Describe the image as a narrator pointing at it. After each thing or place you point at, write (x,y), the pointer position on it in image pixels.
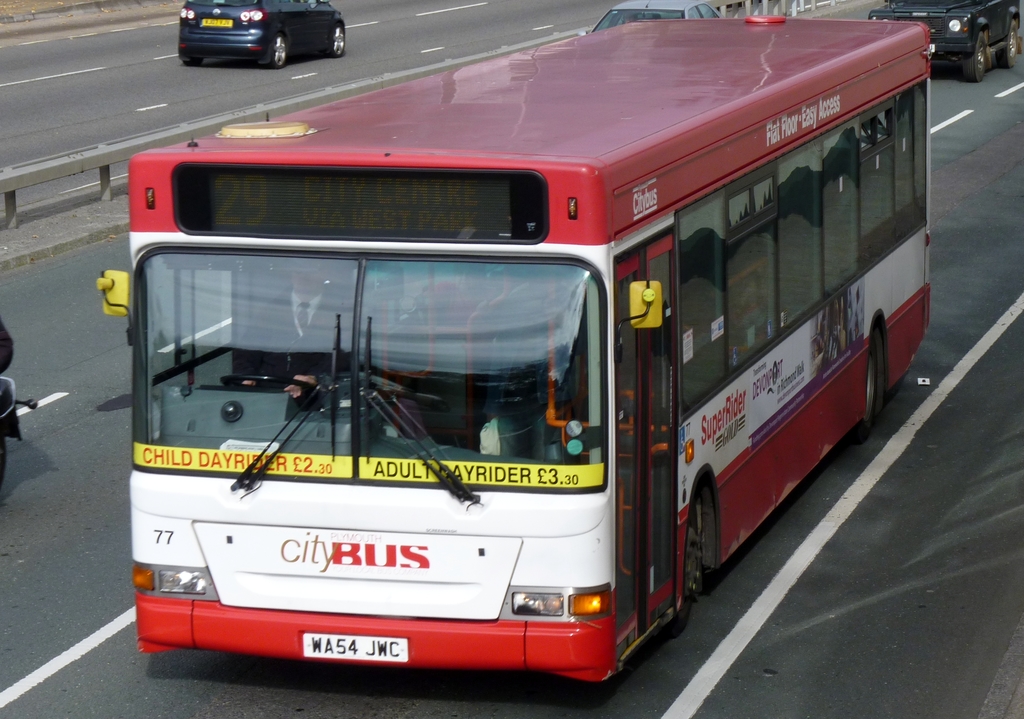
In this image we can see a person (258,353) driving a bus (316,447). There is some text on the bus (810,54). There are few vehicles (940,19) on the road (36,193). There is a road safety barrier (116,152) in the image. There are few road safety markings (73,192) on the road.
